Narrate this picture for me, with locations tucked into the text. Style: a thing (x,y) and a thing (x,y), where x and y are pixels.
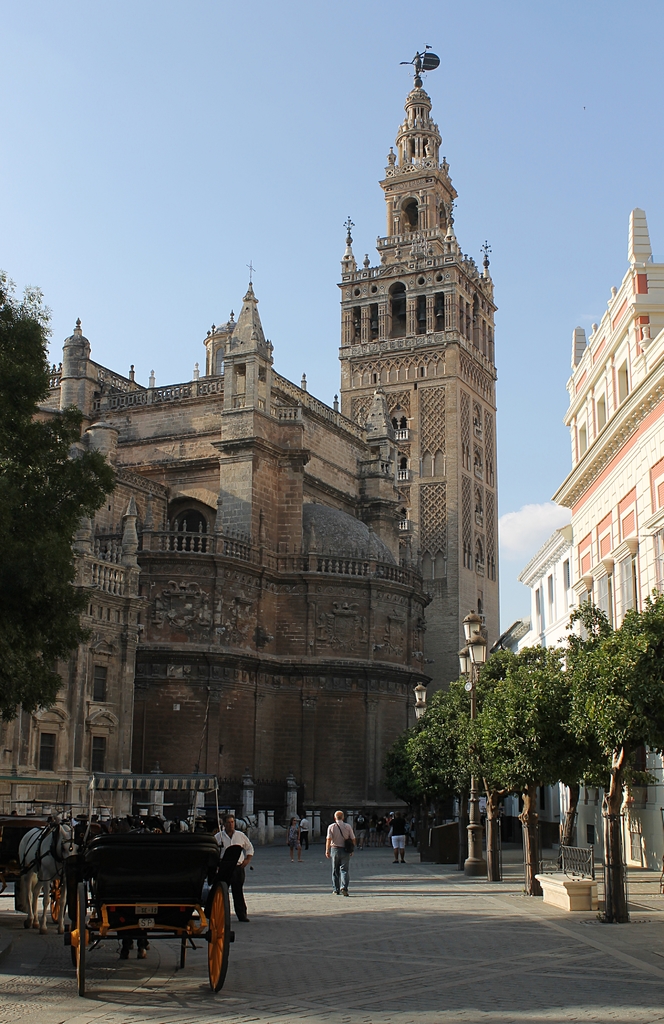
In the image there are tall tower (410,380), a church (263,425) and few buildings (605,565) around the path (407,847) and many people (397,847) are walking on that path (396,882), there is a horse cart (125,891) on the left side (174,889) and there are also few trees (451,771) around that place (546,852). In between the trees (534,808) there are pole lights (465,677).
